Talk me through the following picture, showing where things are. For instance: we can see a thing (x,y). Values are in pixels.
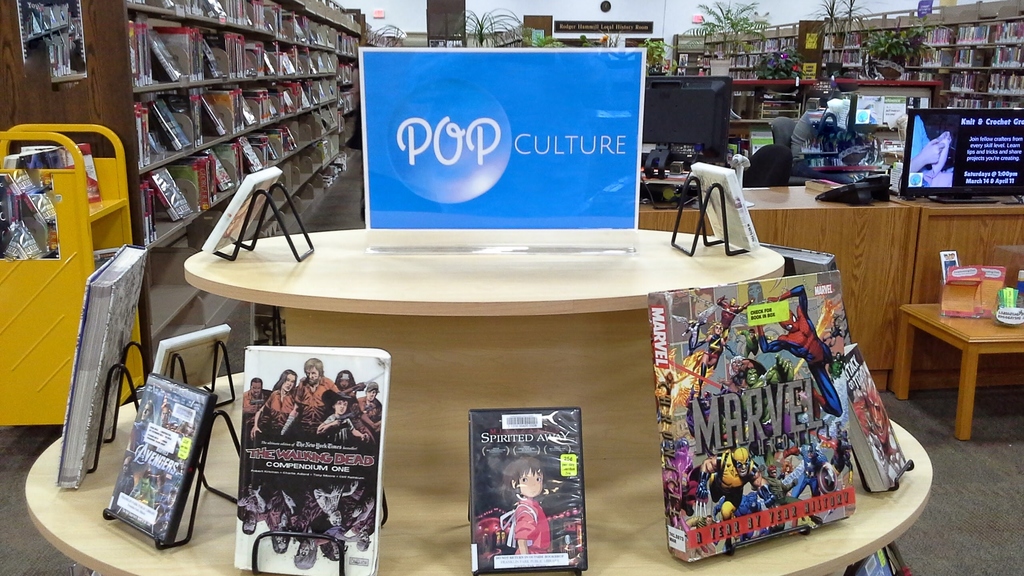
In the center (483,298) there is a table (455,333), on table (546,303) we can see books (790,466) and banner (435,194). In the background (989,50) there is a wall (685,29), shelves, books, table (928,319), monitors (977,144), land phones (853,187) etc.
